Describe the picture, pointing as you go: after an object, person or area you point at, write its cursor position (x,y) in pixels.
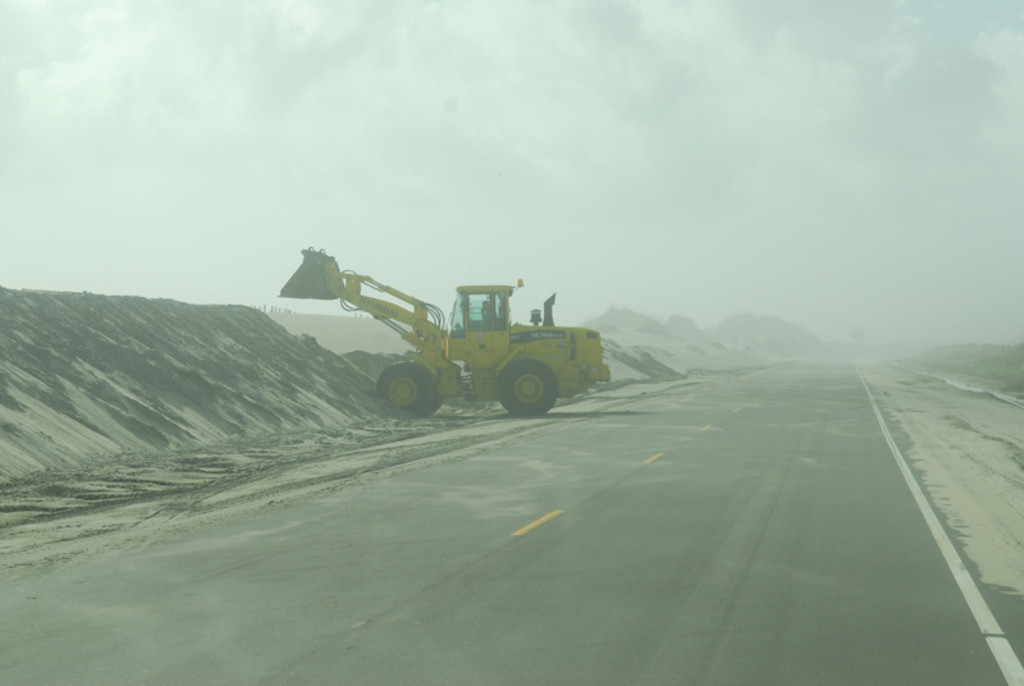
In this image there is an excavator (467,298) on the road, in front of that there is sand (167,365). In the background (182,224) there is the sky (663,181).
